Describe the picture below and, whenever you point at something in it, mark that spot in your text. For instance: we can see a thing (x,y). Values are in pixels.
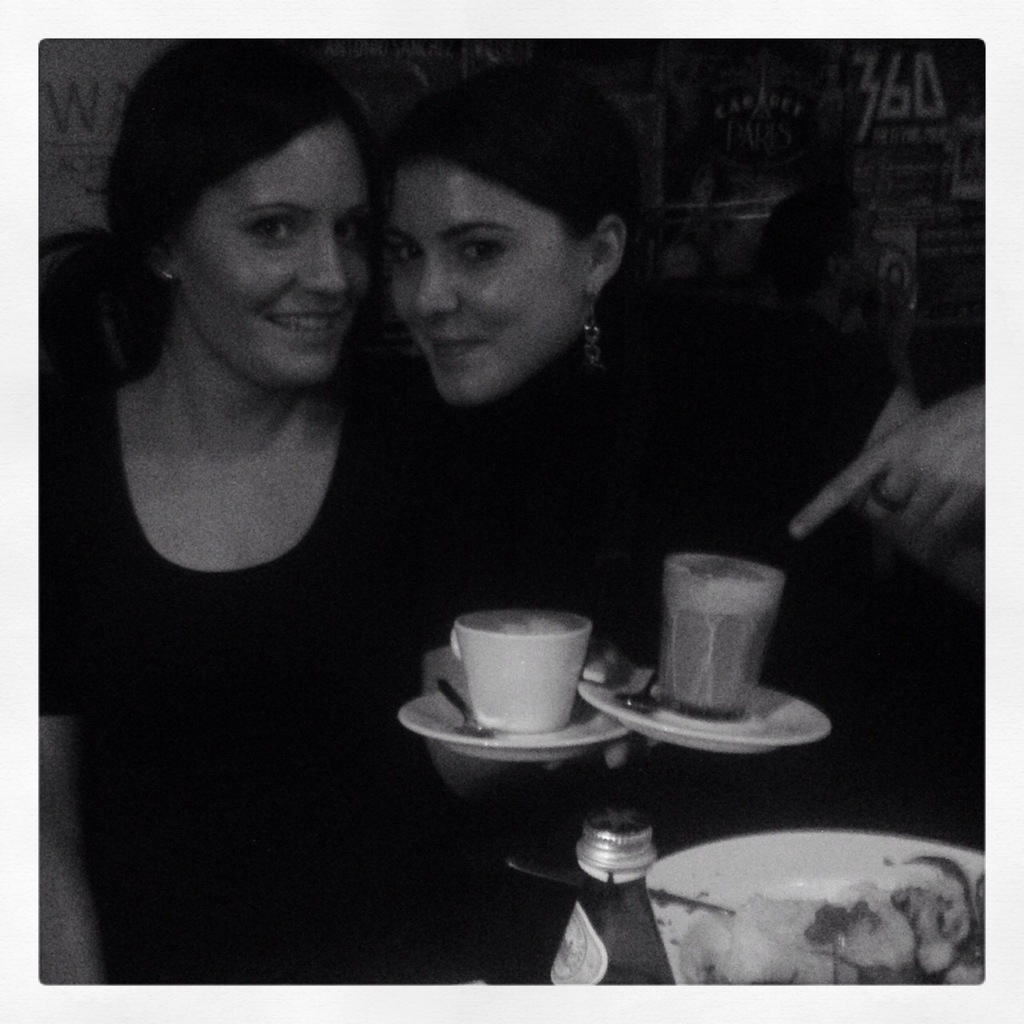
In this picture there are two women (388,378) who wore a black dress (384,535). These women (433,629) are carrying a cup (533,677), plate (574,730), spoon (471,725), saucer (509,749) in their hands (599,655). There is a bottle (623,913) and food (751,913) in the plate (787,885). There are some persons (815,331) at the background (807,225). There are some posters (773,124) too.
